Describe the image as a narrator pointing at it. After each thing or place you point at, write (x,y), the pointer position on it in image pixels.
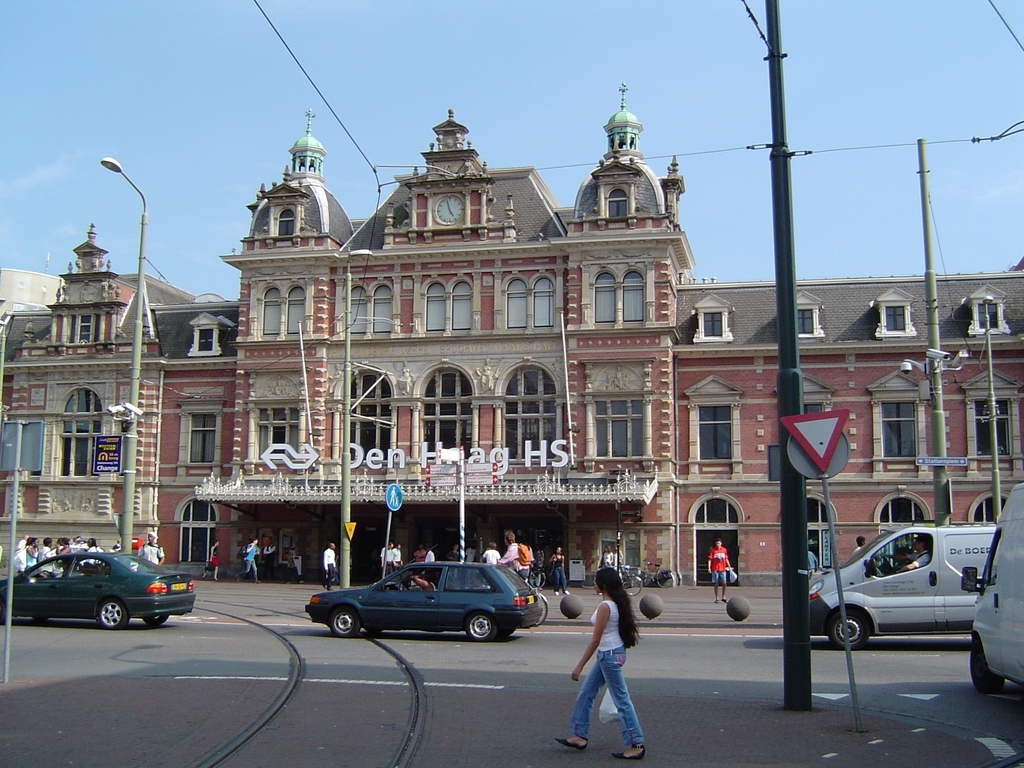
At the bottom of the image (192,692) there is a road (856,652) with vehicles (852,629) and poles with sign boards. And also there are electrical poles (347,560) with wires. And in the background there are few people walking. And also there is a building (624,323) with walls (639,344), windows (605,442), pillars (589,448) and clock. At the top of the image (487,117) there is a sky (138,149).
